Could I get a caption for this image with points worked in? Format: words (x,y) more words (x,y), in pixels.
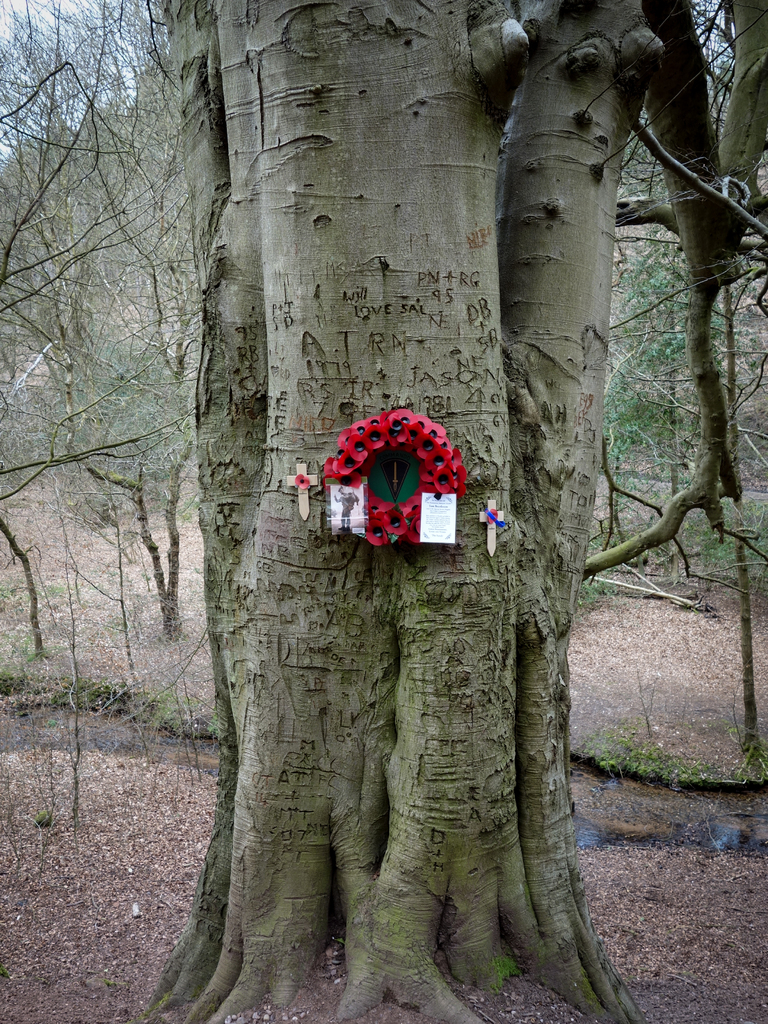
In the foreground of the pictures there are dry leaves (73,930), trunk (276,434) of a tree (505,575) and other objects (387,477). In the background (67,426) there are trees (82,425), dry leaves (52,558) and sky (71,69).
